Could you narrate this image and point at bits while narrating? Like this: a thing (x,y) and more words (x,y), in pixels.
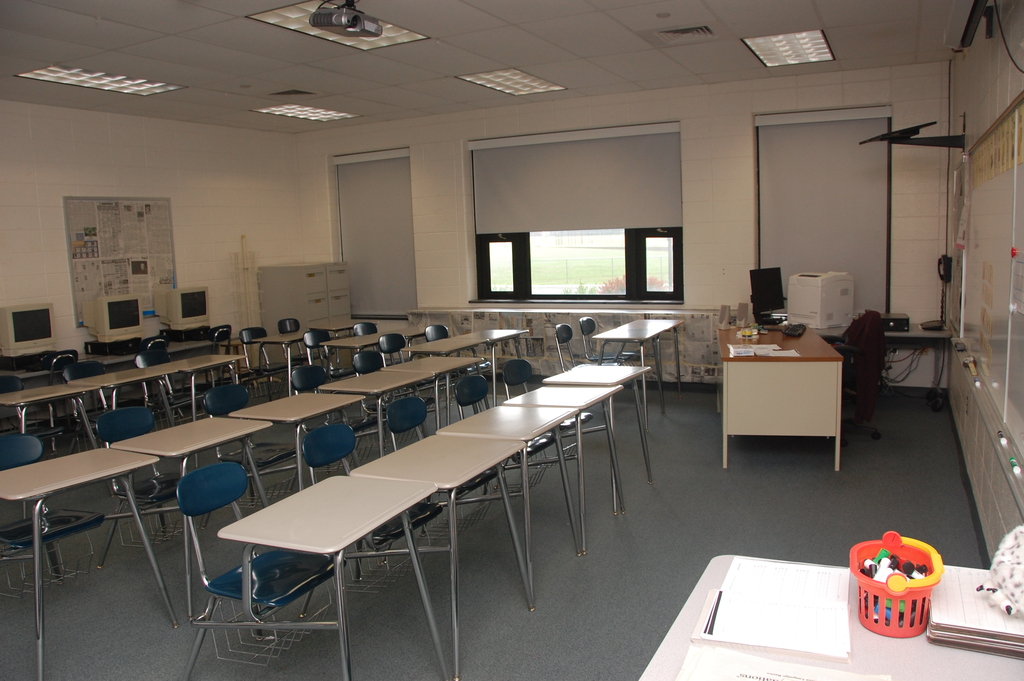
It is an inside view of the classroom (556,287). Here we can so many chairs (332,456) and tables (429,362). Few objects (961,605) are placed on the table (781,361). Here we can see monitors (100,325), wall (927,282), racks (305,324), boards (148,259), window (573,277), window shades (372,256), wires (894,357). Top of the image (575,46), there is a ceiling (485,42), lights (321,34) and projector (356,29). At the bottom (481,630), there is a floor (481,630).
